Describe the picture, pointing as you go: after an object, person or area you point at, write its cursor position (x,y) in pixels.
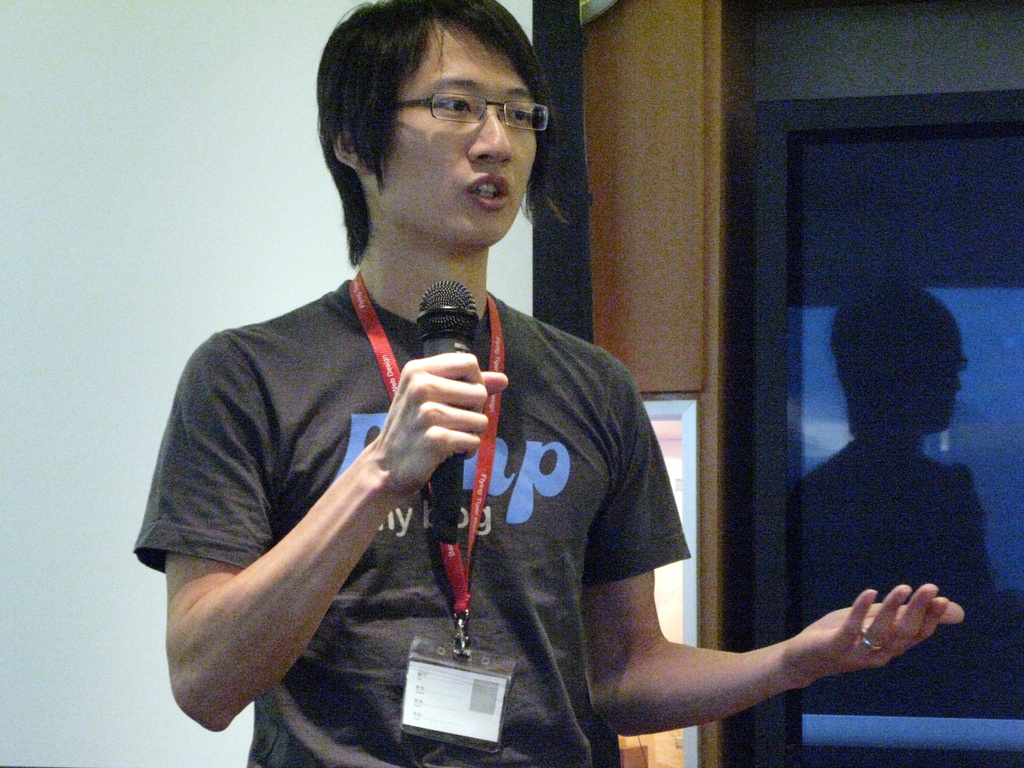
In this image I can see a person (508,577) wearing t shirt (520,568) is standing and holding a microphone (449,511) in his hand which is black in color. In the background (310,202) I can see the white colored wall (150,181), a banner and the glass door (973,364) in which I can see the reflection (956,378) of a person (863,352).
